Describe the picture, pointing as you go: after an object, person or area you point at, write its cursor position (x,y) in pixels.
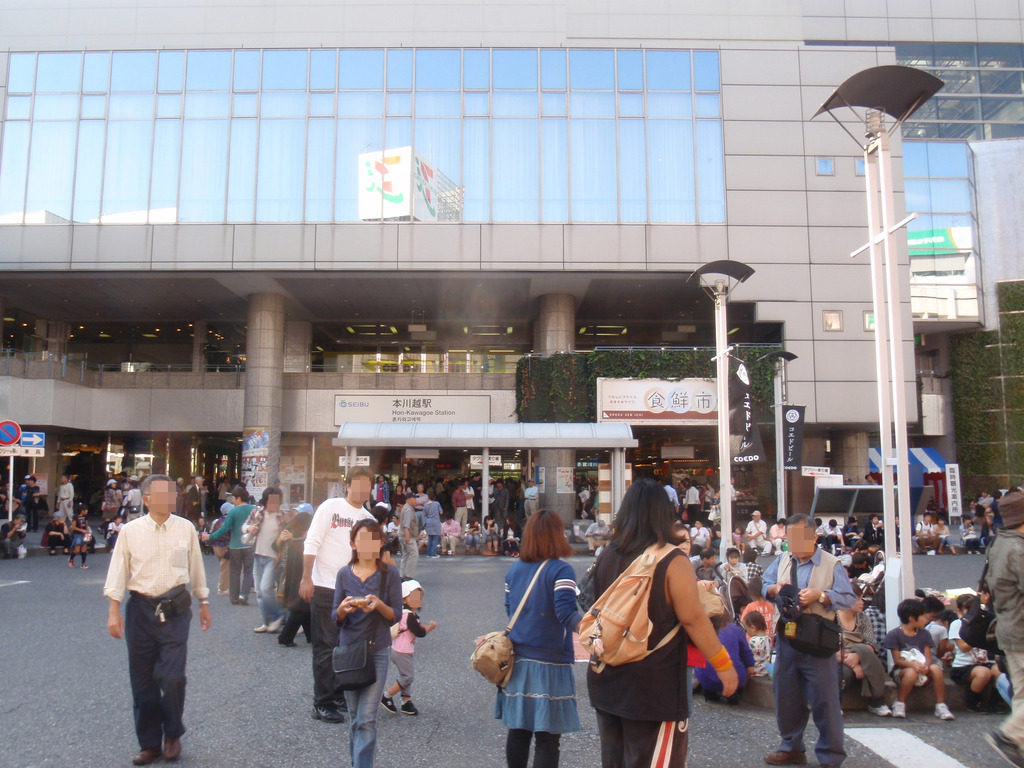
In this picture there is a building (592,79) in the center of the image (491,389) and there are people (841,663) at the bottom side of the image (516,569), it seems to be the road side view.
